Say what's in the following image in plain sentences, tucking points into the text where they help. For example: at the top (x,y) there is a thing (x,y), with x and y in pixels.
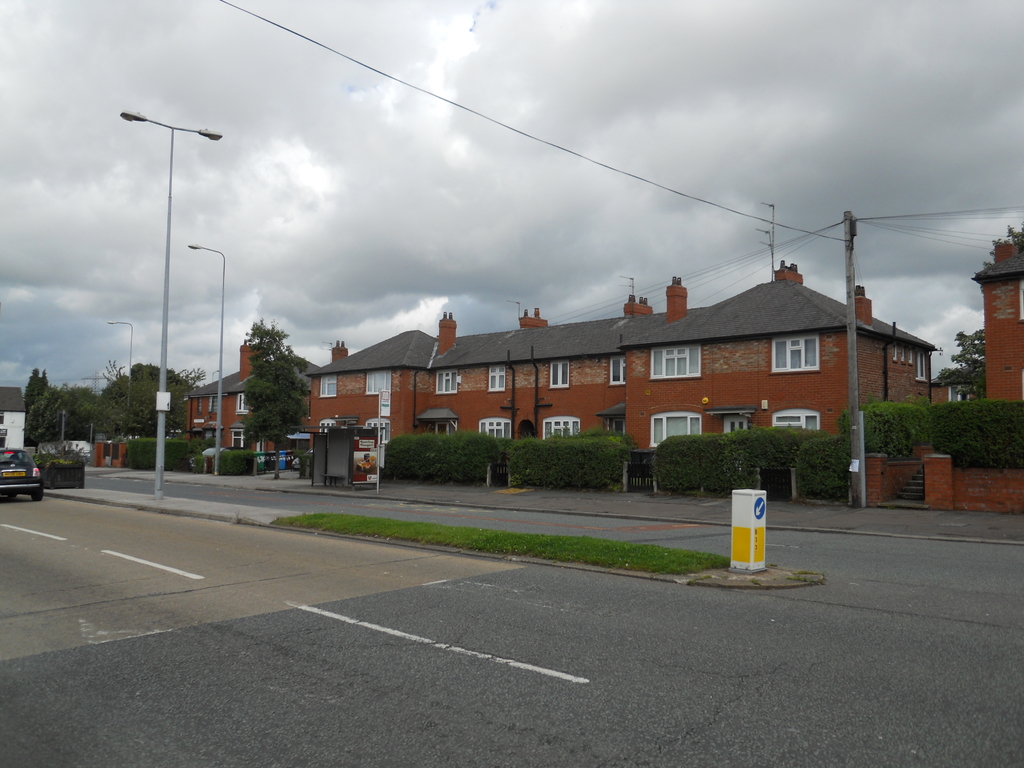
In the center of the image (625,388) we can see a building (625,388) with windows (780,367). To the left side of the image (38,481) we can see a car (20,481) parked on the road (122,485), shed (362,451) and group of poles (219,443). In the background (105,413), we can see a group of trees (271,394) and a cloudy sky (469,127).
